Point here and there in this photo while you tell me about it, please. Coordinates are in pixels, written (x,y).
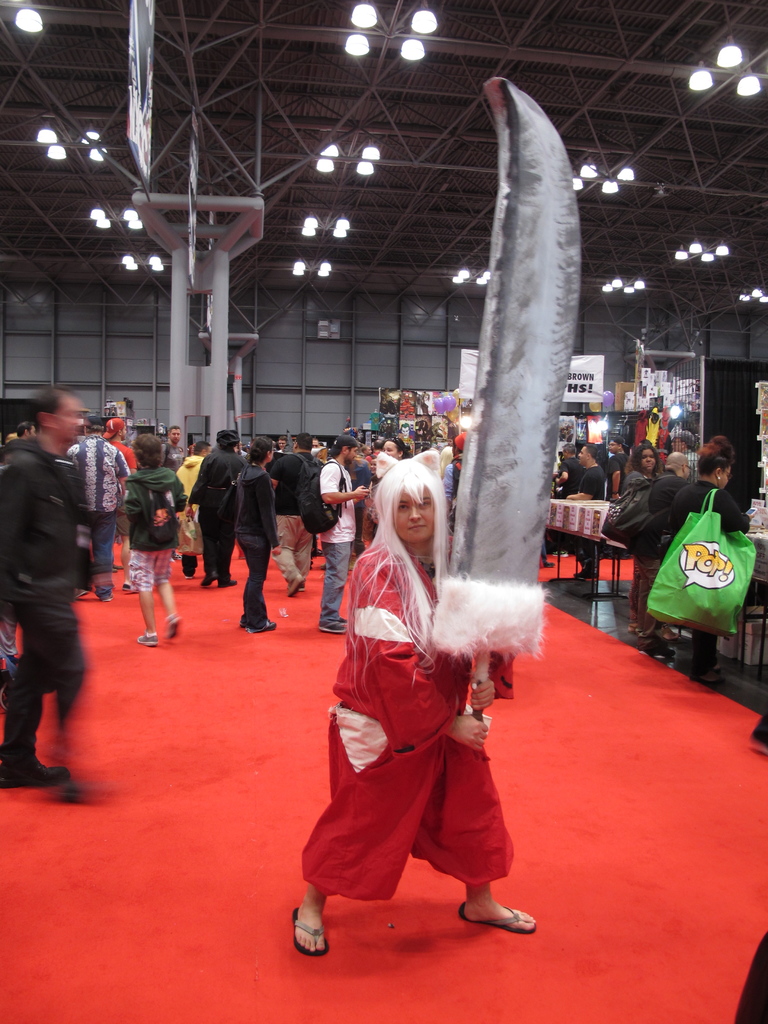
In this image there is a red color carpet (491,968). There are tables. There are people (437,550). There are iron rods (456,194). There is a big knife (476,456).
